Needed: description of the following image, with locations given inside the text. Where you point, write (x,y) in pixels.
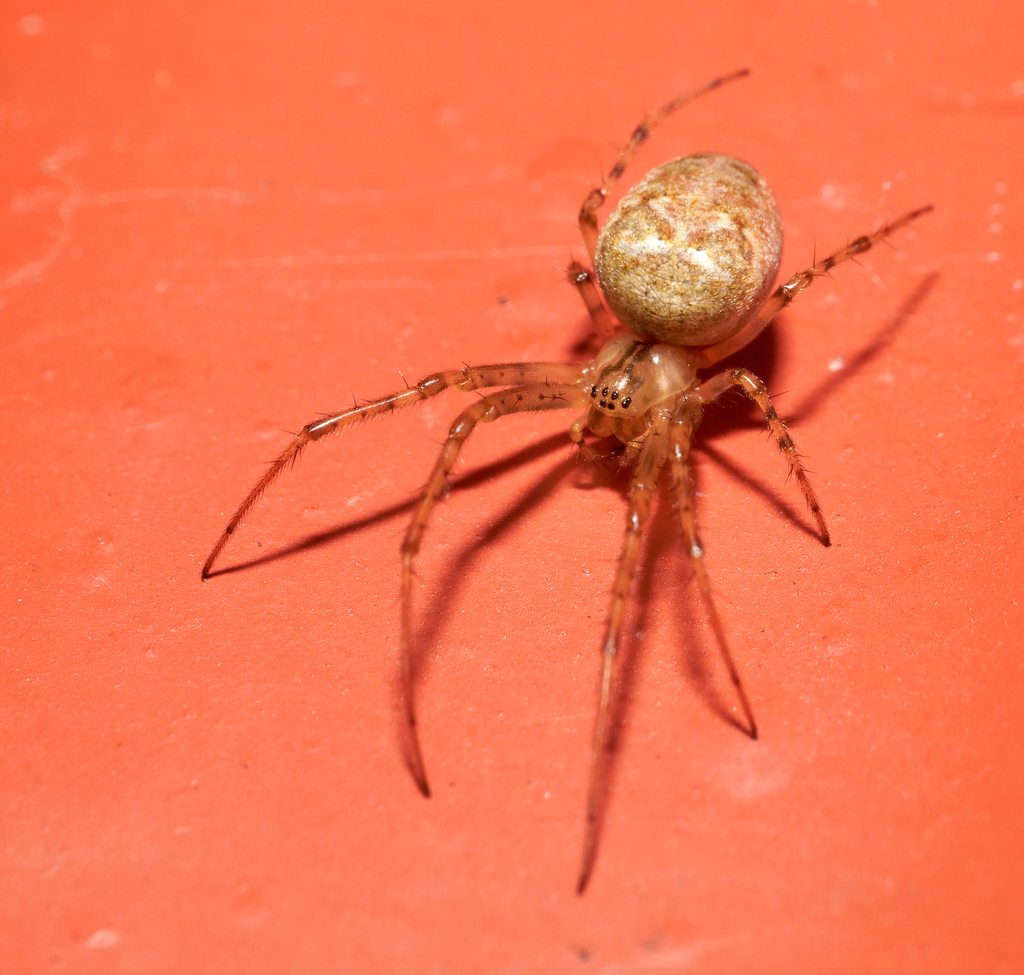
In this image, we can see a spider (626,548) on the surface (870,483).
